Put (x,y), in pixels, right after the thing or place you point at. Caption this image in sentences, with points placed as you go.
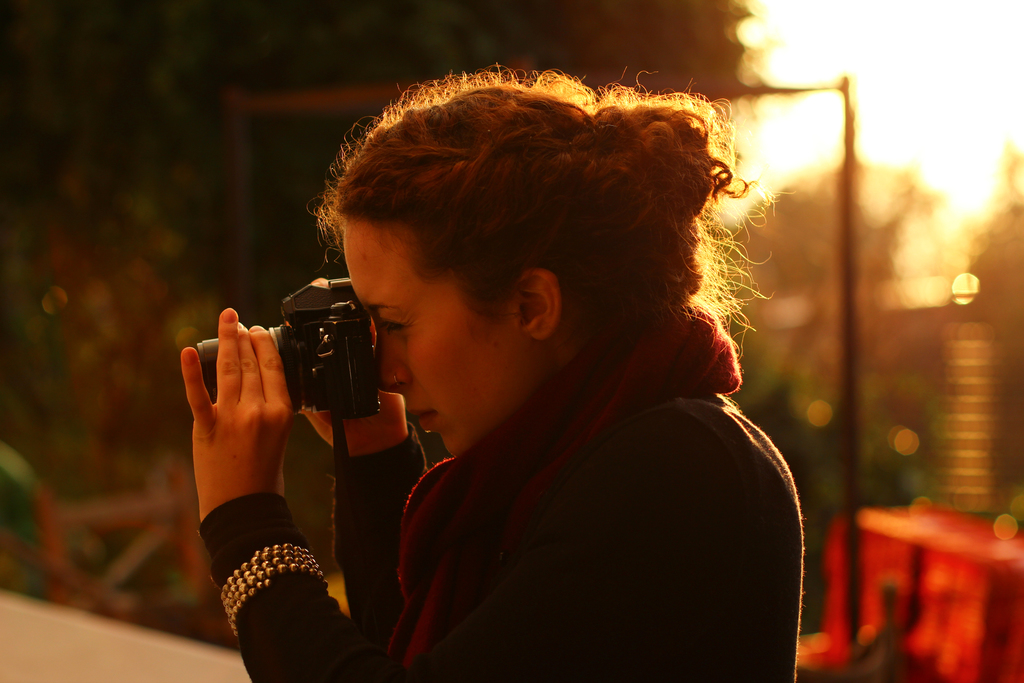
In this picture one lady (436,407) is clicking picture. She is wearing black dress (665,435) and red scarf (652,376). In the background (192,123) there are trees (416,58).
